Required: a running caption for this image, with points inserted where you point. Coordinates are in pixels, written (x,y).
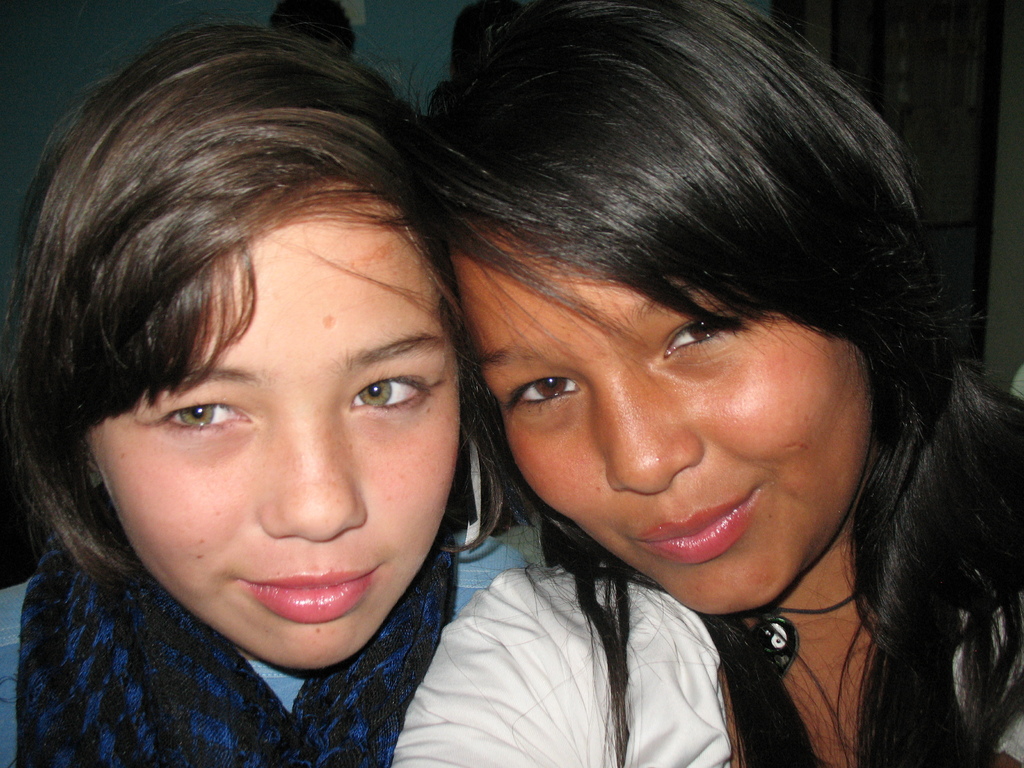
In this image we can see two women (508,503). In the background (76,50) there is a wall (372,58).
